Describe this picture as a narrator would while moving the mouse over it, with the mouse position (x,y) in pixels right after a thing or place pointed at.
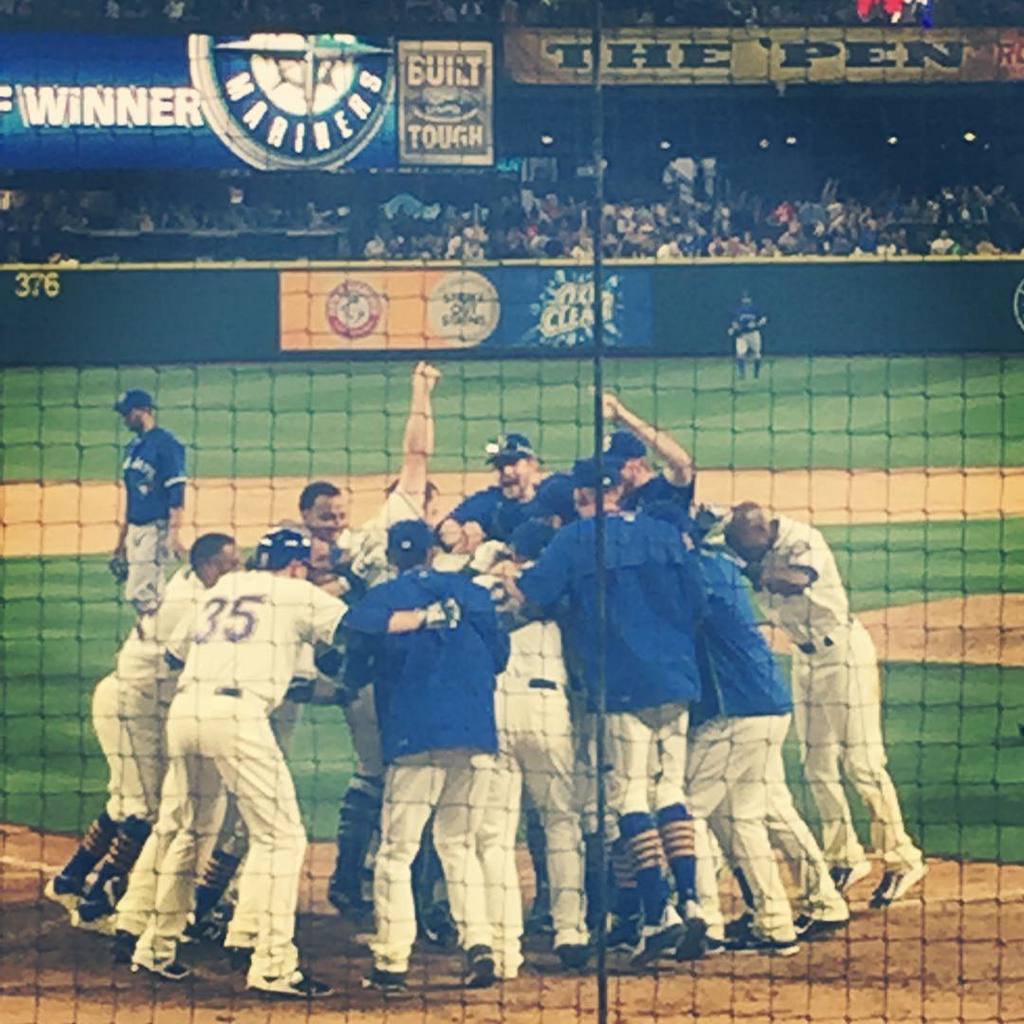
In this image I can see group of people (674,689) are standing and wearing white and blue color dress (430,703). Back I can see few people (548,247) sitting. In front I can see a net (770,220) and boards (369,277) in different color.
